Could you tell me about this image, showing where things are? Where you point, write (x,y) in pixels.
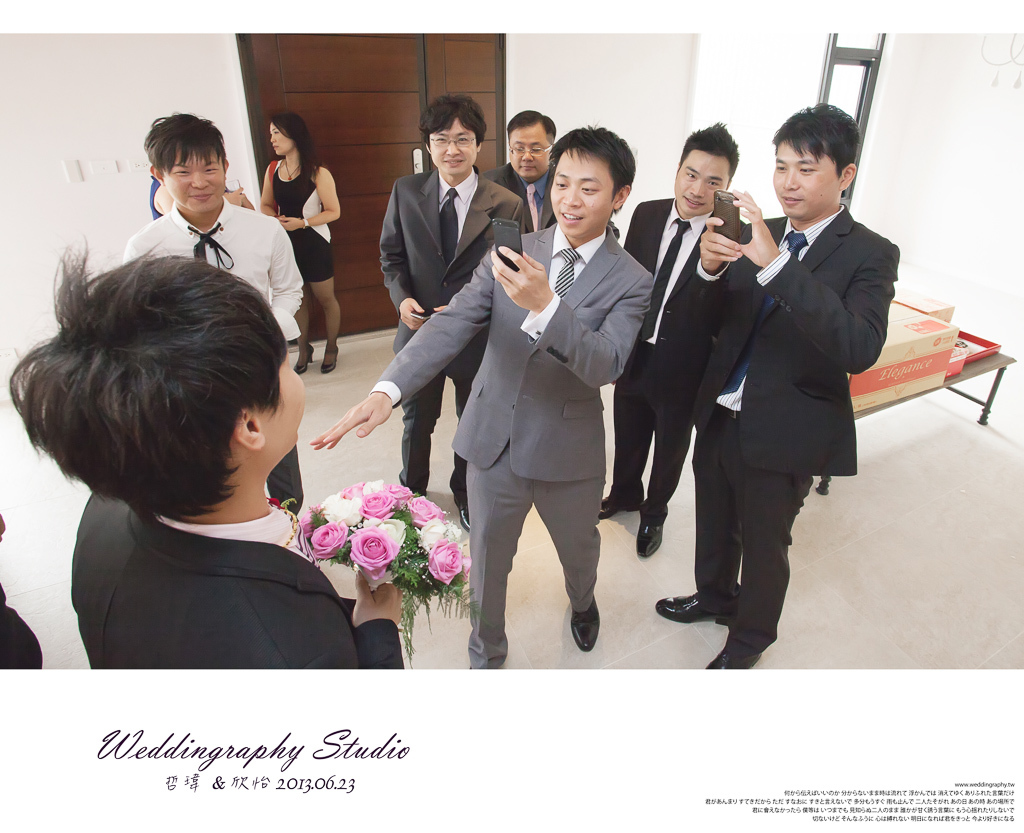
This is an edited image. On the left (235,464) there is a person (352,666) wearing suit (285,630), holding a bouquet (377,564) and standing. On the right (838,235) we can see the group of persons (613,320) wearing suits (601,310), holding some objects (420,314) and standing on the ground (889,495). In the background (280,114) there is a woman (304,186) wearing black color dress (307,238) and standing on the ground (334,379) and we can see the wooden door (420,69), wall (725,71) and some other objects (948,336).
